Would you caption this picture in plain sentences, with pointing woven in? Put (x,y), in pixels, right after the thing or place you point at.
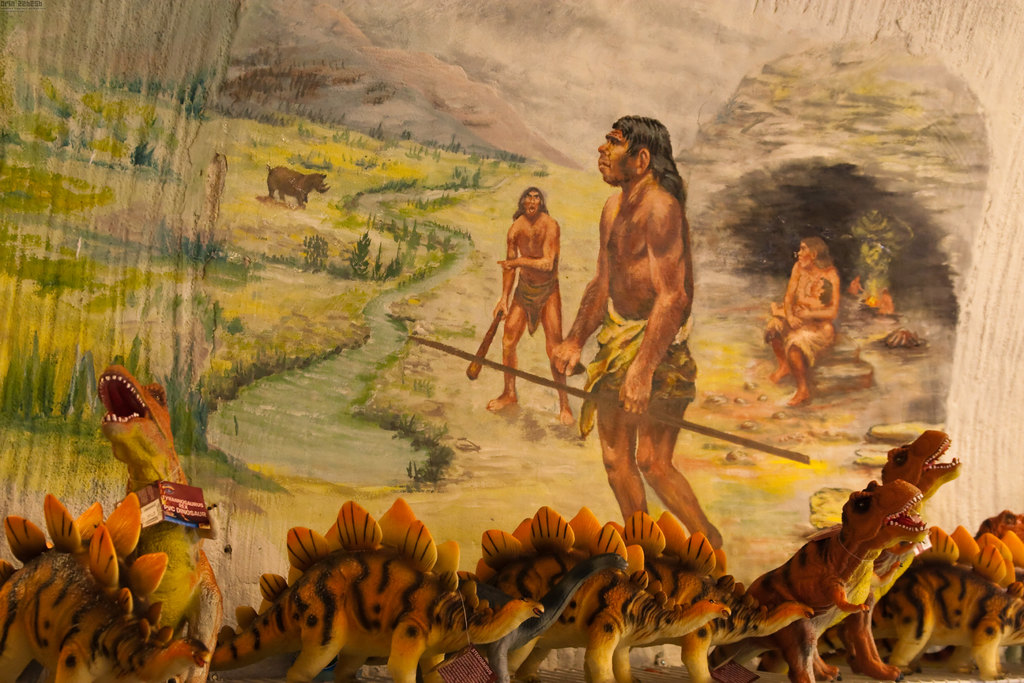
In the picture I can see the painting (500,399) of a two men (530,299) holding the weapon (500,370) in the hand (642,373). There is a painting (772,339) of a woman (802,262) holding a baby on the right side (816,275). It is looking like a cave (885,178) on the top right side of the picture (894,152). I can see the animal toys (961,608) at the bottom of the picture (560,545).
